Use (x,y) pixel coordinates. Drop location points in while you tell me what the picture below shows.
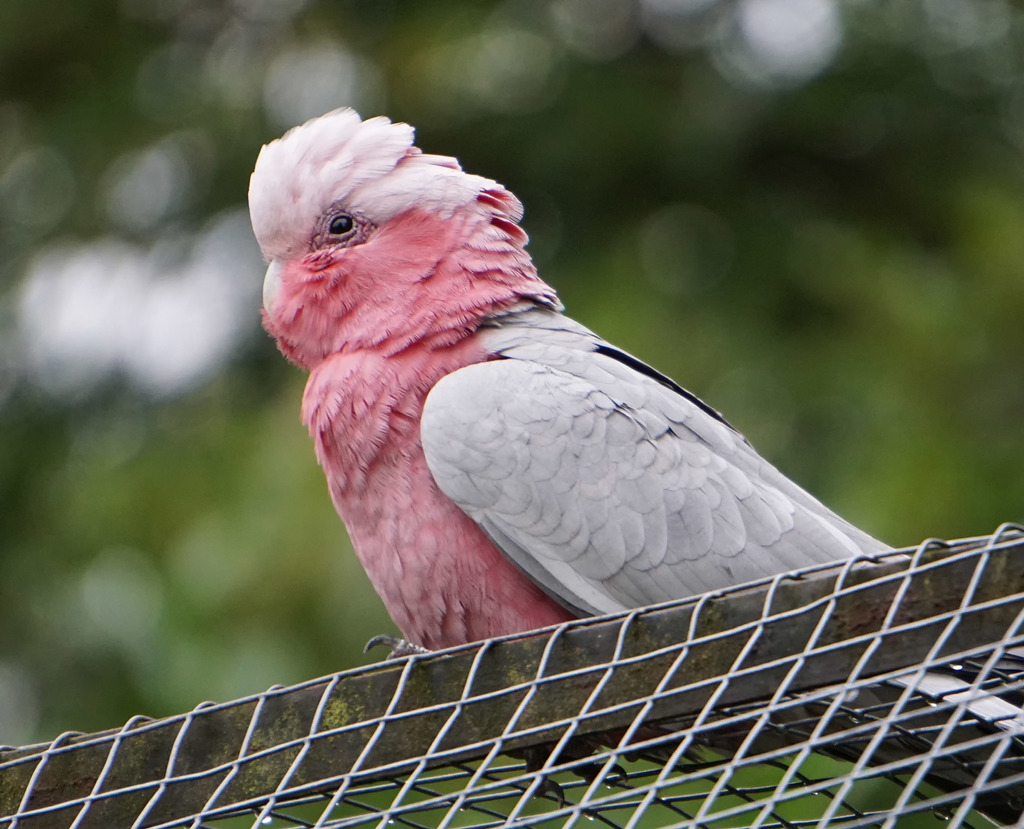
Background (945,207) portion of the picture is blur. In this picture we can see a bird (741,539). At the bottom portion of the picture (602,688) we can see mesh (520,786).
